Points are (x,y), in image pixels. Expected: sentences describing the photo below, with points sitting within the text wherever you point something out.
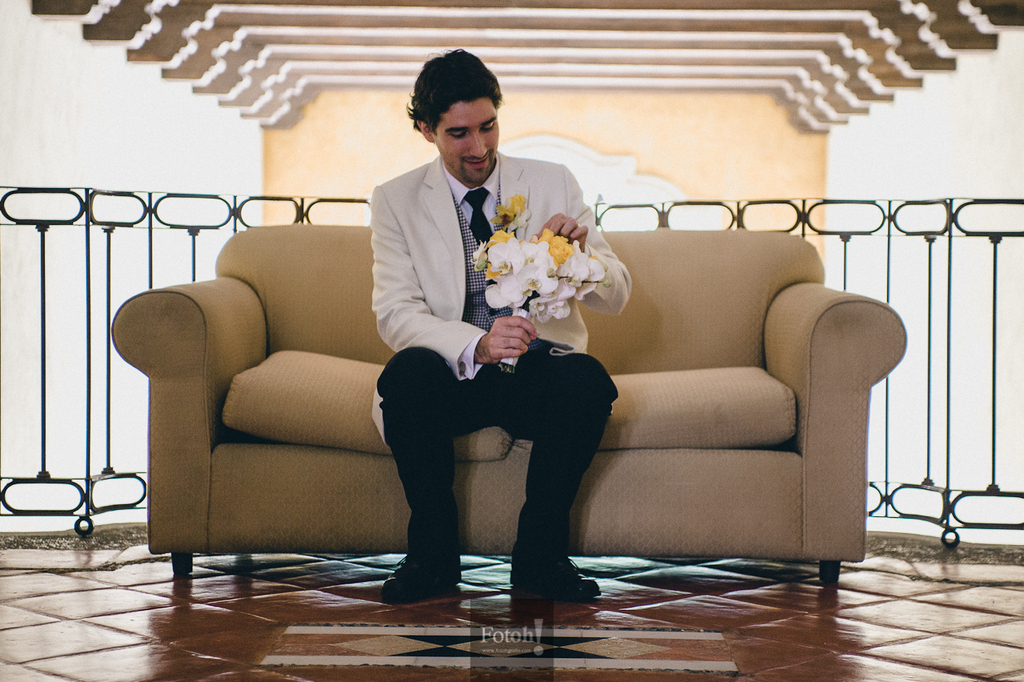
In this image there is a man (443,272) wearing a suit (427,265), Tie (485,233), trouser (429,414) and shoes (400,584). he is holding a bouquet (502,293) with a beautiful flowers (533,266) on his hands (524,327). At background (858,234), these are the iron grills (997,292). The man (599,398) is sitting on the couch (696,402).
